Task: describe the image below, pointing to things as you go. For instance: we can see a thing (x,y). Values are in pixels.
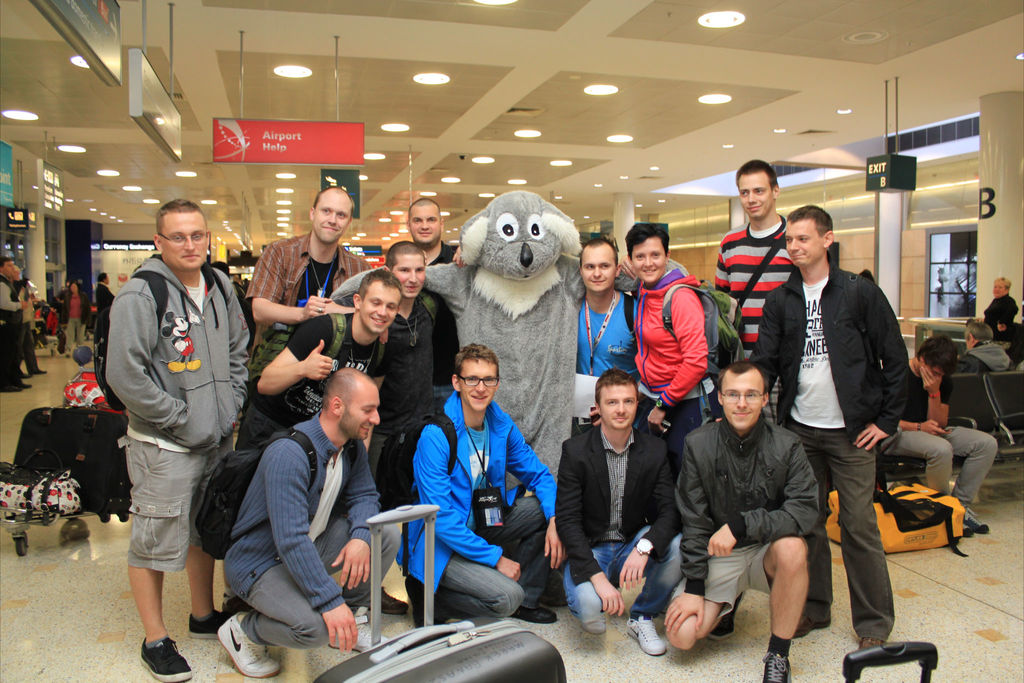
In this image I can see group of people (614,347) some are sitting and some are standing. The person (458,378) in front (461,454) wearing blue jacket (500,553), gray pant (491,575), black bag (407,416). At back (79,301) I can see few other persons (25,298) standing, a red color board (314,145) hanging to a pole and I can see few lights (536,132).
